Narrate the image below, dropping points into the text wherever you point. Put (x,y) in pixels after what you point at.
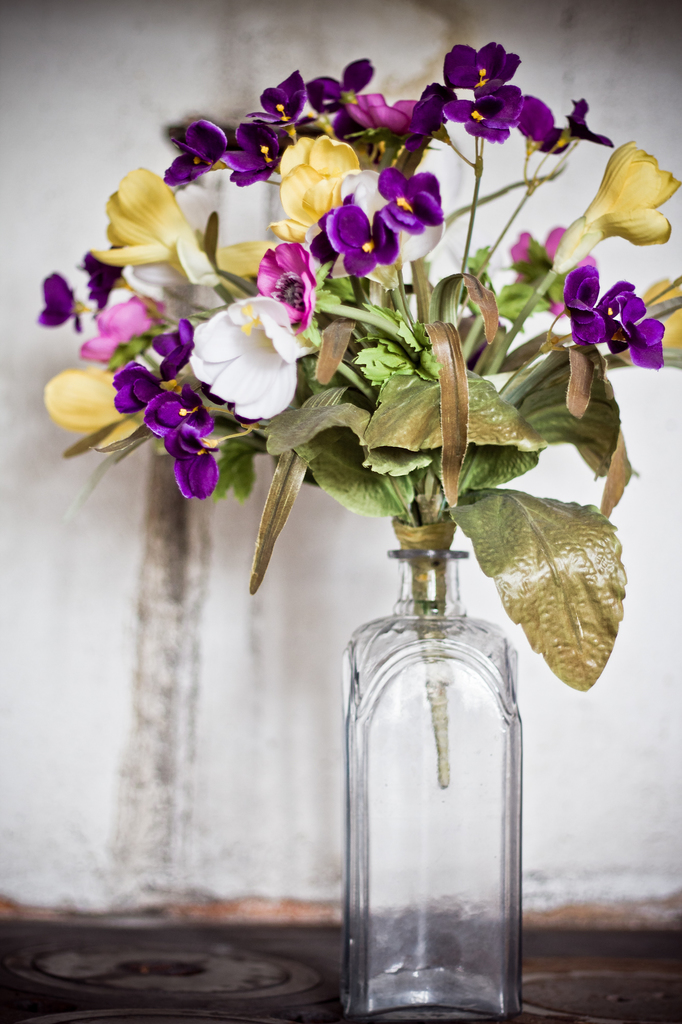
Here we can see a glass bottle (403,584) and in that we can see a flower plant (406,388) present.
